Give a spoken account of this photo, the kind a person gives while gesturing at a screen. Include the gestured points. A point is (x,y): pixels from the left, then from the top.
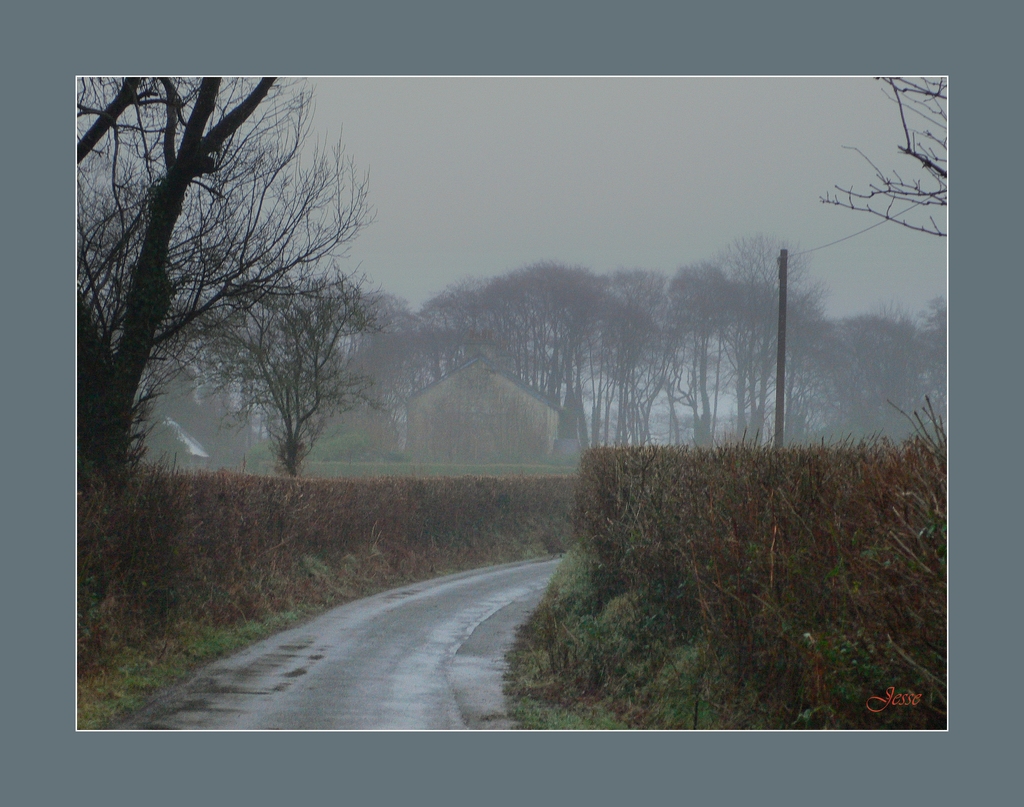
In this image I see the plants (430,541) and I see number of trees (674,346) and I see a house (470,431) over here and I see the pole (782,298) and the wire (873,227). In the background (620,243) I see the sky (642,242) and I see the road (424,648) over here.
